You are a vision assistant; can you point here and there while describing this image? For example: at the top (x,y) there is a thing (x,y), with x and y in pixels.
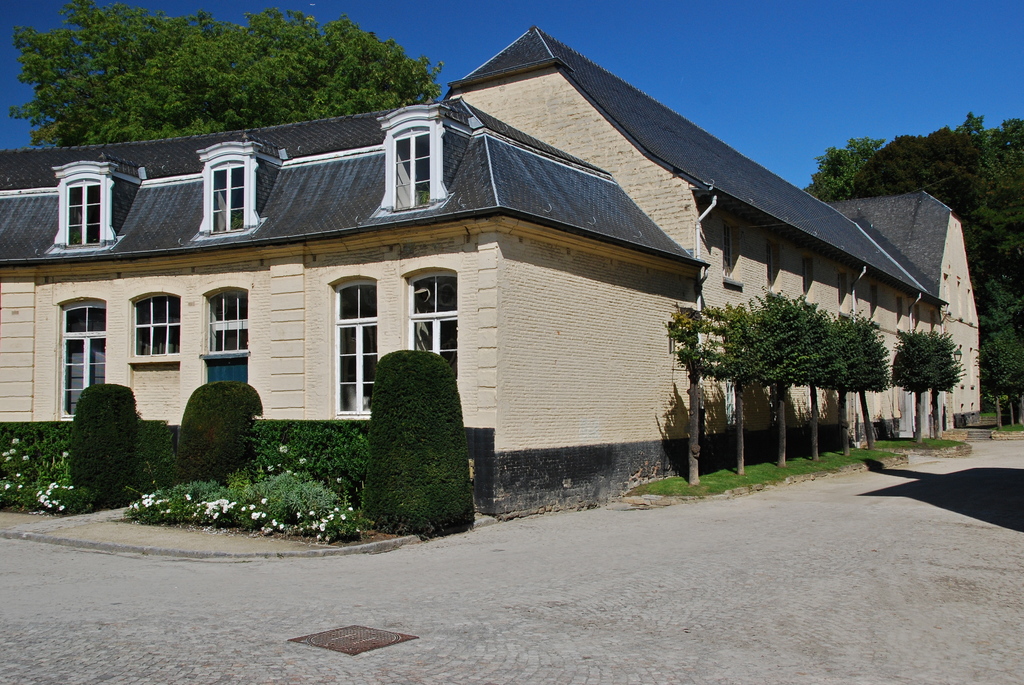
In this picture there are houses (537,252) in the center of the image (504,264) and there are windows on the houses (566,253) and there are plants (676,314) and flower plants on the right (804,417) and left side of the image (274,482) and there are trees (993,217) in the background area of the image (993,217).
